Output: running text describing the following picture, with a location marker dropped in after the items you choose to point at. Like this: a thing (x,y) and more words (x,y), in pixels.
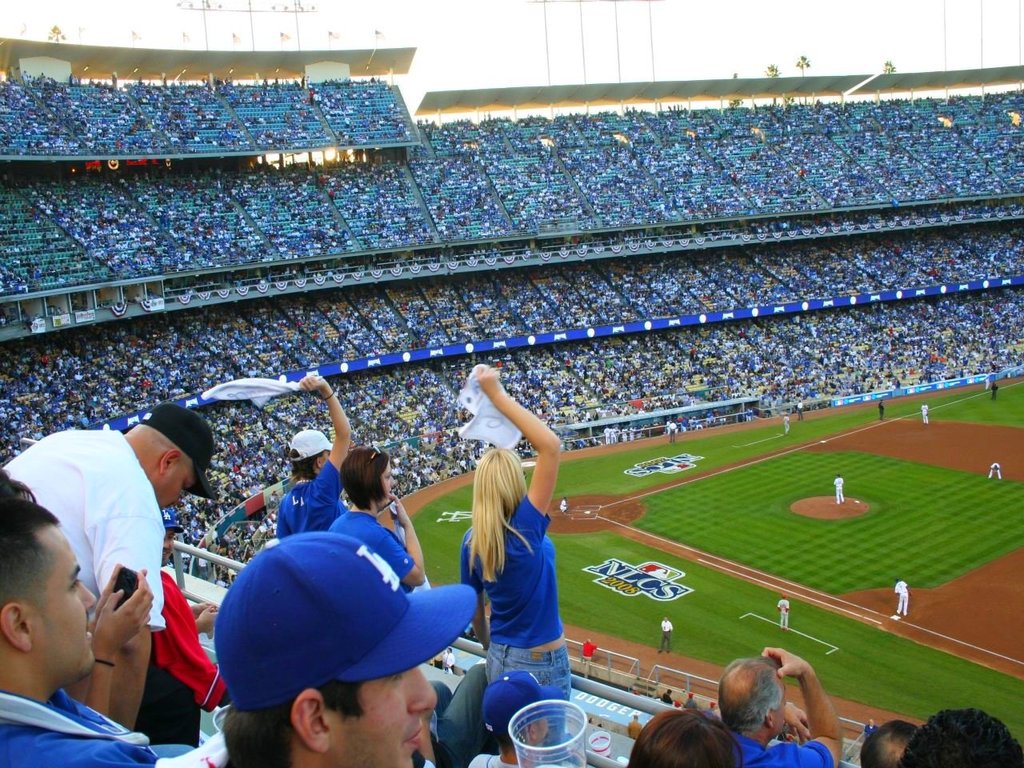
This picture describes about group of people (443,324), few (446,330) are seated, few (333,531) are standing and few people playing game in the ground (743,634), in the background (354,361) we can see hoardings (365,368), few poles (249,4) and trees (886,65), at the bottom of the image (545,716) we can see a cup (533,721).
